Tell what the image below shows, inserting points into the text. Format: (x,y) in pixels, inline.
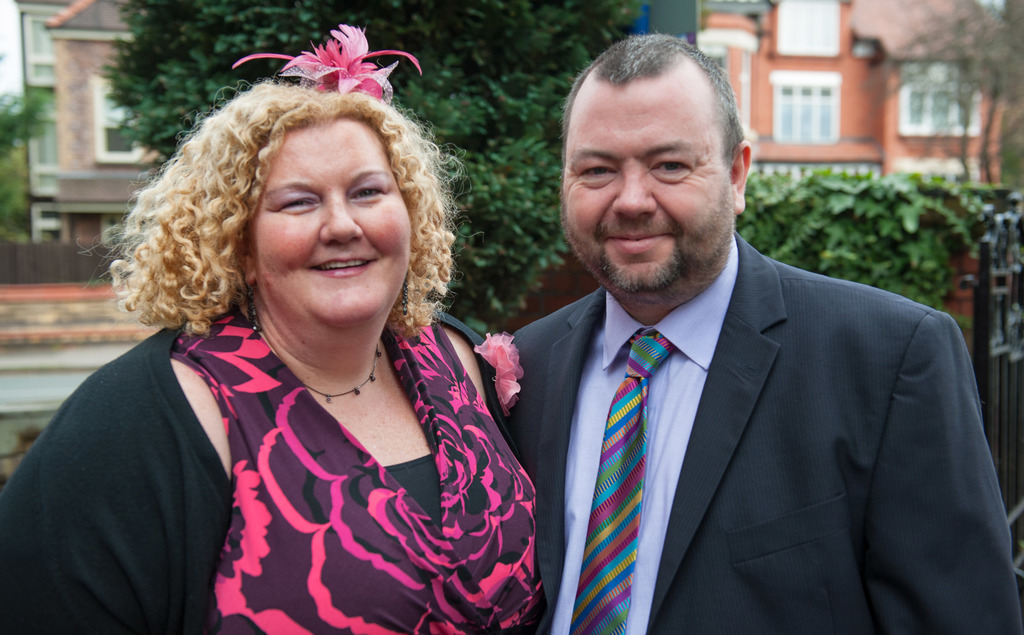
In this image I can see two persons (395,316) standing. The person (799,393) at right (799,393) wearing black blazer (743,388), blue shirt (666,388) and the person (310,480) at left (310,480) wearing pink dress (331,447), background (487,171) I can see trees (512,77) in green color, buildings (734,85) in orange and brown color, and sky (6,72) in white color.
